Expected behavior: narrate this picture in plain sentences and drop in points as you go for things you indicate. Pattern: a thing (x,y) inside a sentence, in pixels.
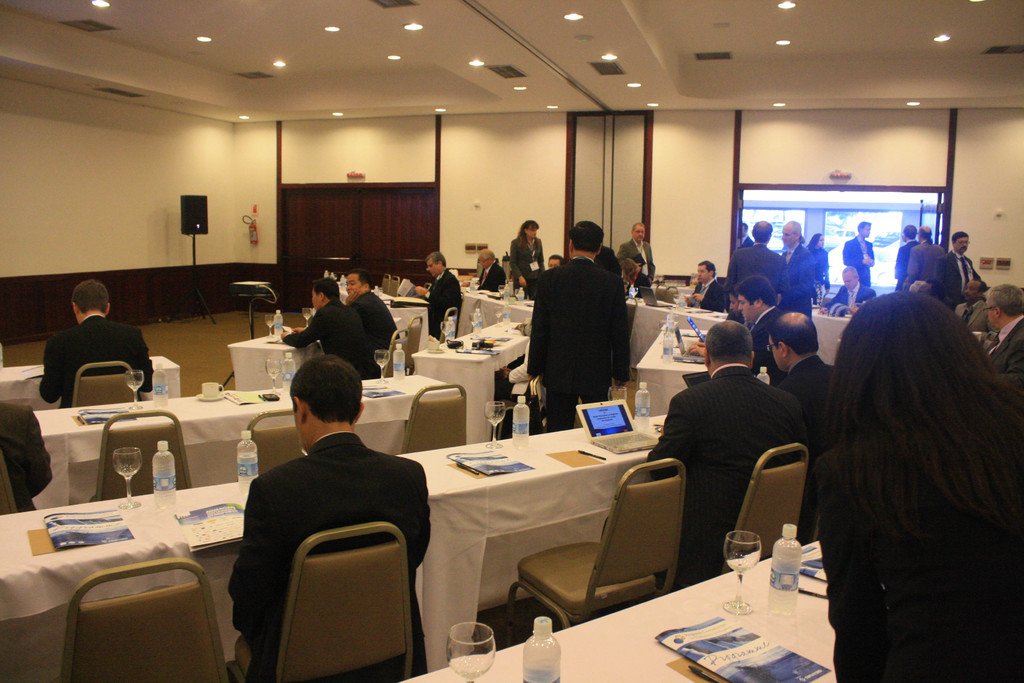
This is the picture of a room (30,233) in which there are some people (993,463) sitting on the chairs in front of the tables (276,408) on which there are some bottles (669,359), glasses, screens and some other things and also we can see some lights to the roof (524,10).
